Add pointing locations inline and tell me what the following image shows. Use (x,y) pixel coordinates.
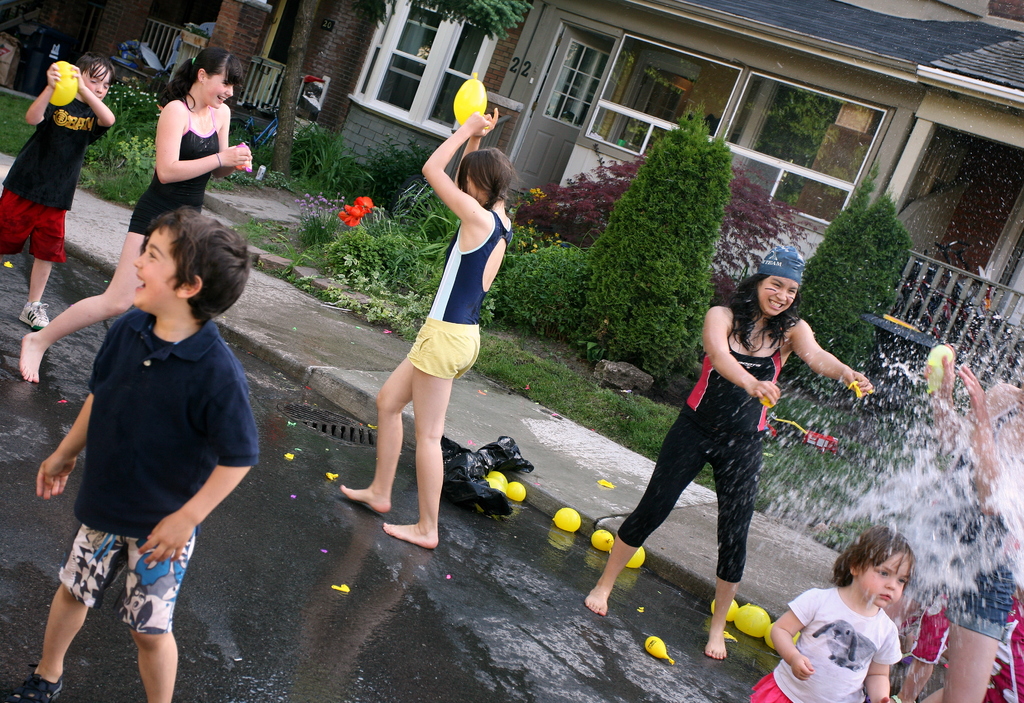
This image is taken outdoors. At the bottom of the image (369,639) there is a road (294,575). At the top of the image (483,50) there are two houses (566,16) with walls (360,120), windows (673,121), doors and roofs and there are a few trees (670,248) and plants (424,250). There are a few railings (266,76). In the middle of the image (444,289) a few kids (230,298) are playing with water balloons (67,74).
